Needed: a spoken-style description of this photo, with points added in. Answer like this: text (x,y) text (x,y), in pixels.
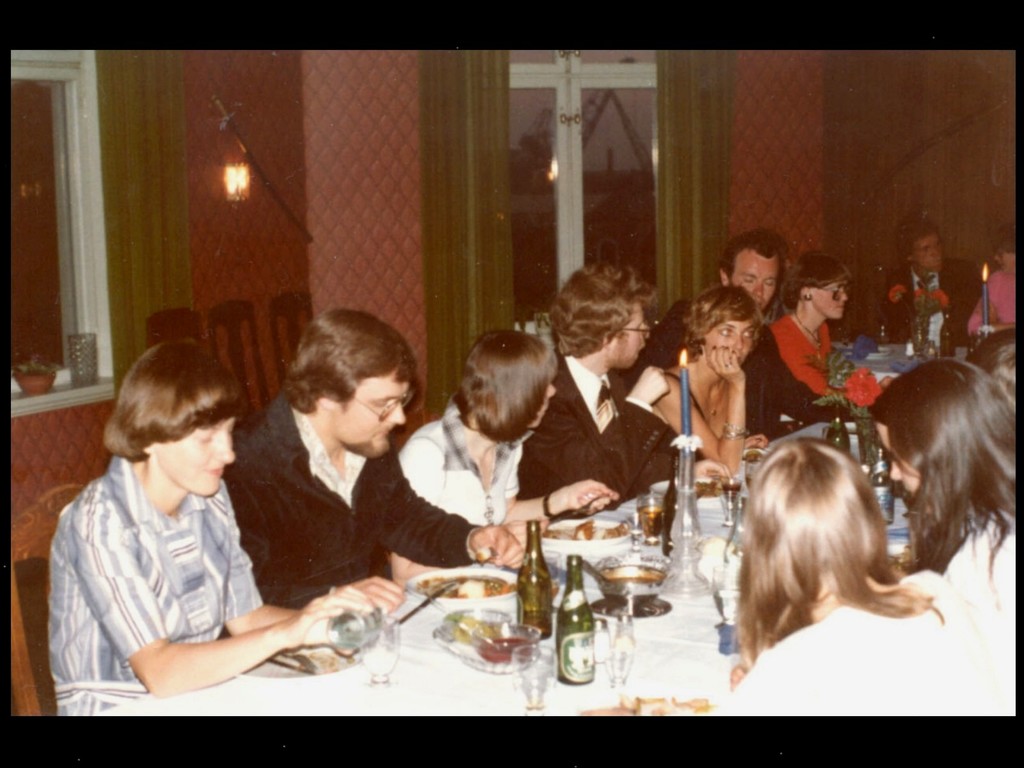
There are many people (406,509) sitting in the chairs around a table (448,610) on which some bottles (581,678) food items (519,642) and glasses (652,529) were placed. There are men (333,529) and women (91,512) in this room (497,400). In the background (220,200) there is a window (22,304) and a wall (188,200) here.
